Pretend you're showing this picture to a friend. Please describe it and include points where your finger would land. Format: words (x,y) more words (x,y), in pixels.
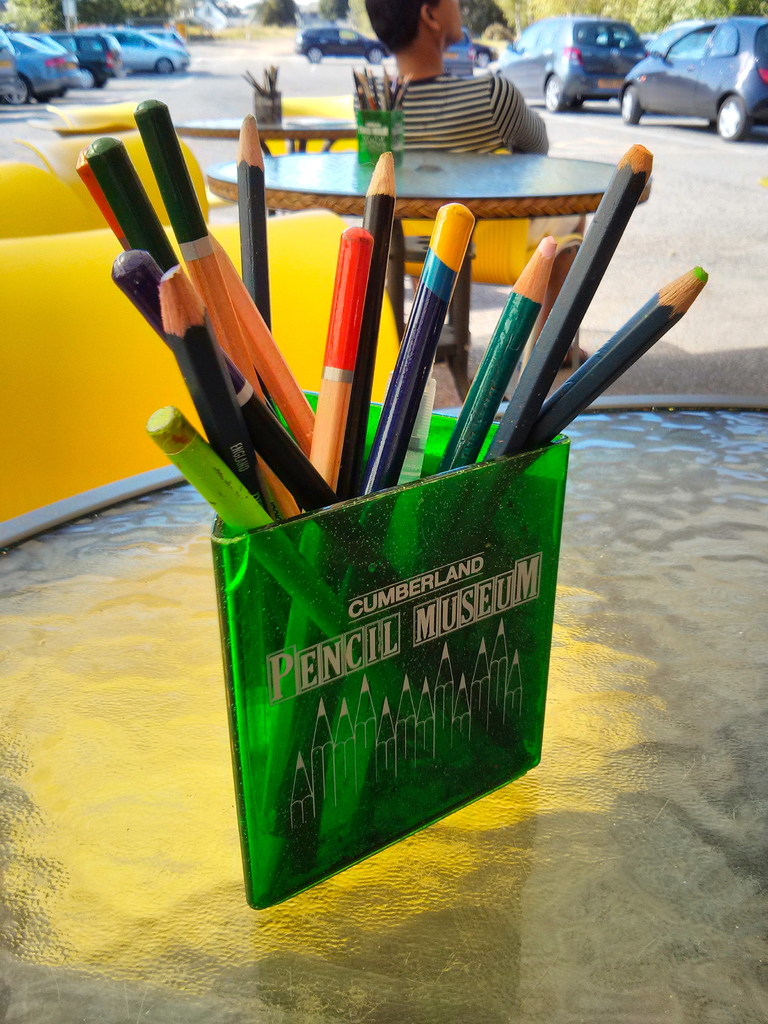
In this image there are pencils (370,303) in pencil stands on the tables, and there are chairs (305,281), a person (505,142) sitting on a chair (494,230), there are vehicles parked on the path (748,278) and there are trees (662,20).
